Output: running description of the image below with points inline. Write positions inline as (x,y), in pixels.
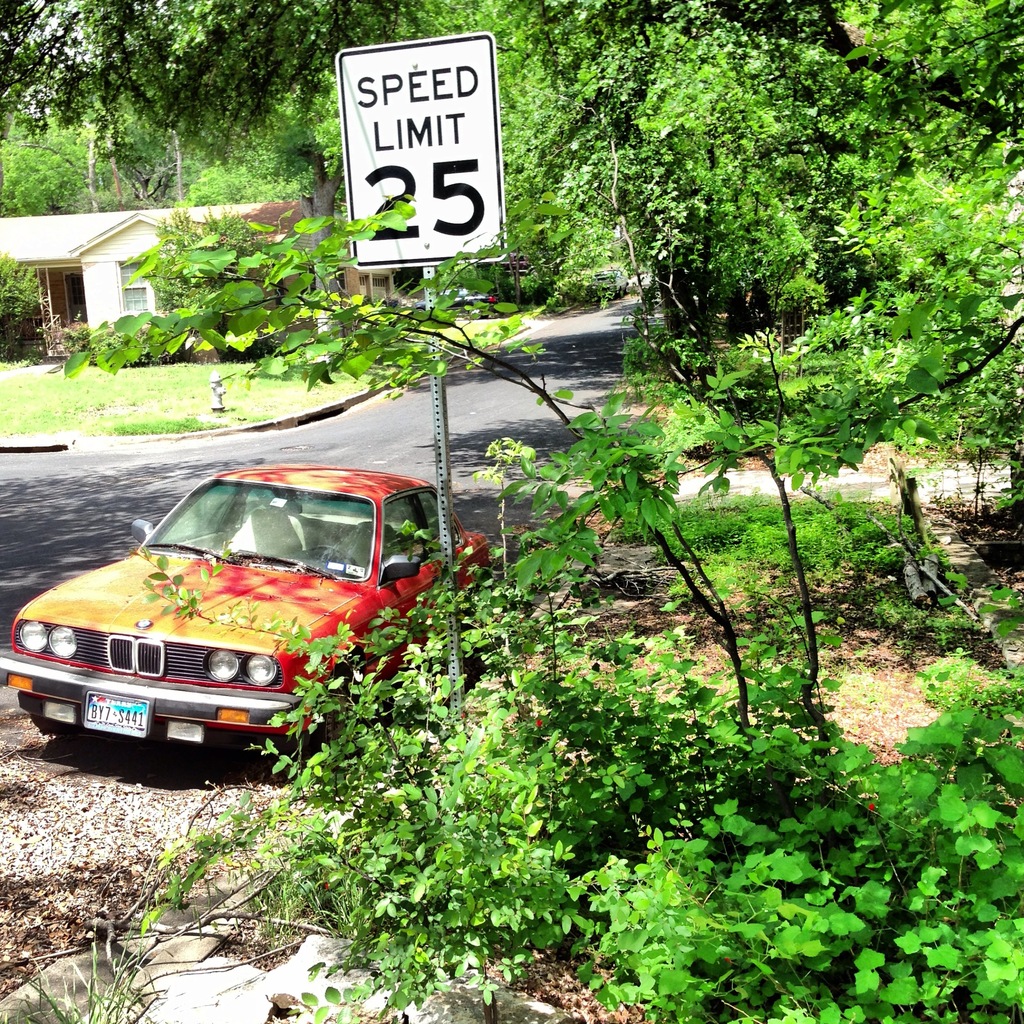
In this image, there is a board (391,120), plants (707,738), trees (716,427) and a car (251,511) and we can also see the road (603,332), grass (190,373), house (2,235) and trees (125,174) in the background (97,202).
